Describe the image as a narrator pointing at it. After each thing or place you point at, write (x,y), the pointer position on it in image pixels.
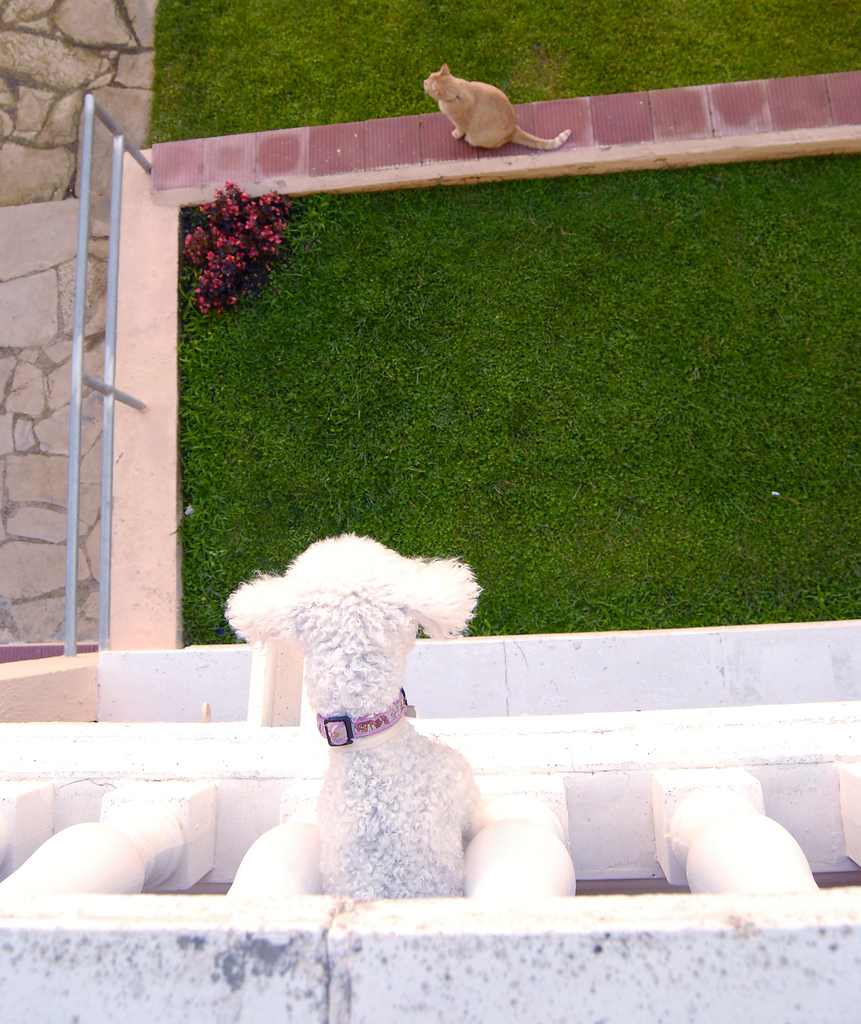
In front of the image there is a dog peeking from the railing (541,737). In the middle of the image (300,356) there is grass (455,381) on the surface (354,367). There is a plant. There is a cat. On the left side of the image (84,153) there is a railing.
